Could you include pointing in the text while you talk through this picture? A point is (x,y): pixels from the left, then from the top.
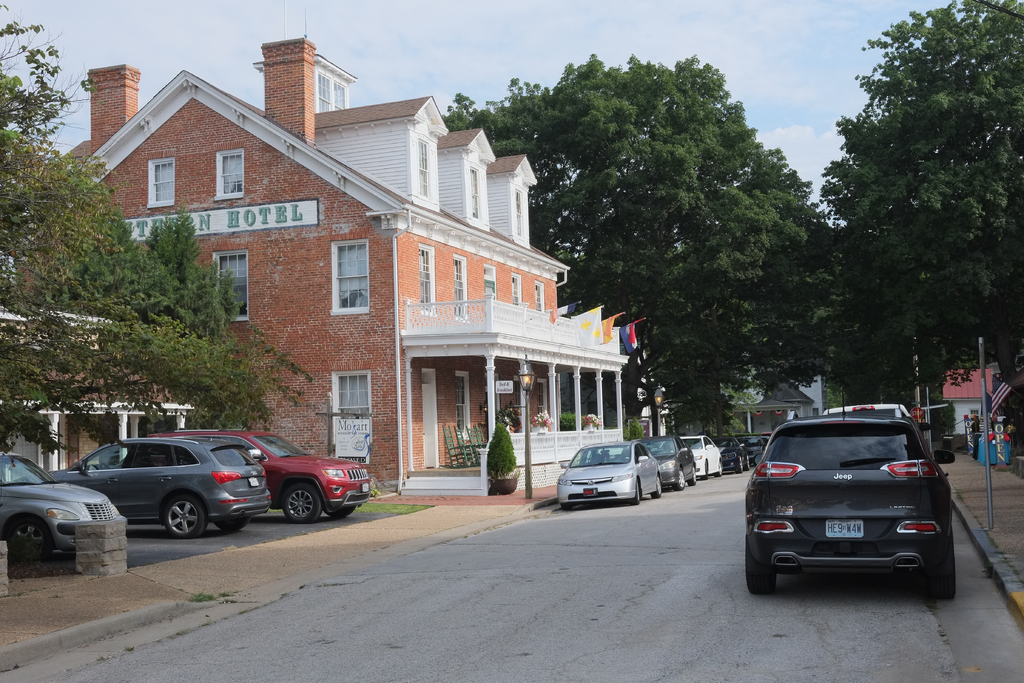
At the bottom (443,626) we can see vehicles (15,501) on the road (382,616). In the background (423,413) there are trees (65,347), buildings (387,278), windows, light poles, chairs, flags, name board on the wall (303,279) and clouds (185,37) in the sky (208,68).
